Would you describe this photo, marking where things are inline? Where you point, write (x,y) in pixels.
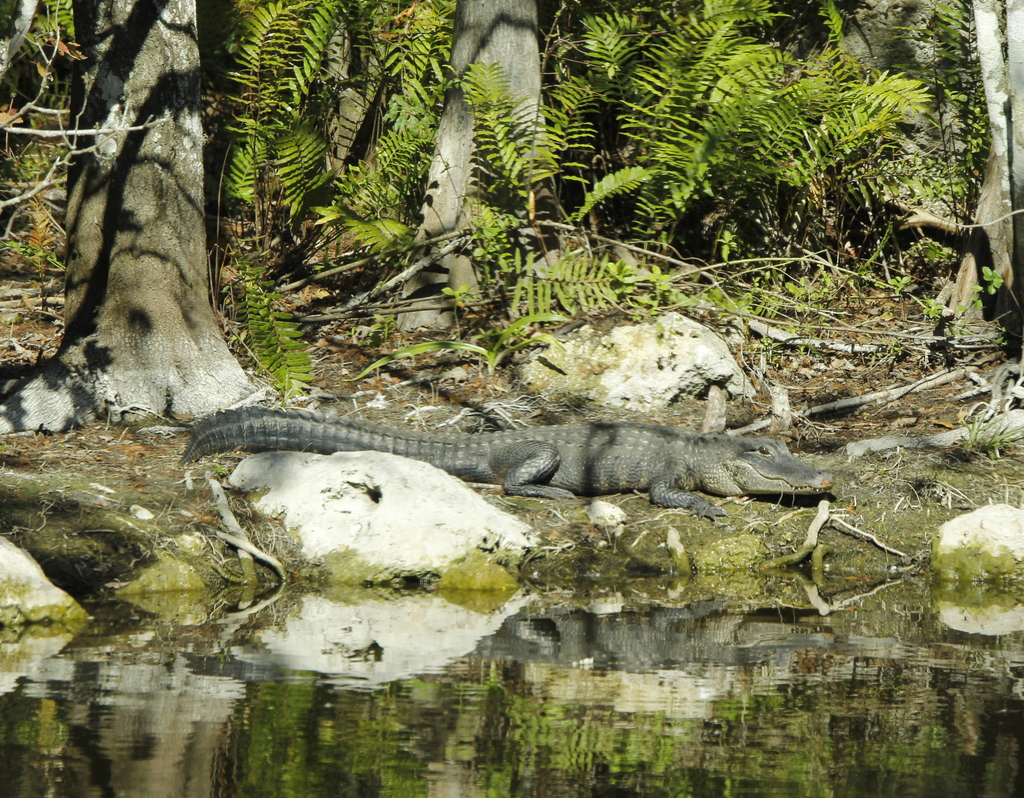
In this image I can see water (249,599) in the front (174,695). I can also see a crocodile (615,482) on the ground (739,422) and few trees (69,188).
